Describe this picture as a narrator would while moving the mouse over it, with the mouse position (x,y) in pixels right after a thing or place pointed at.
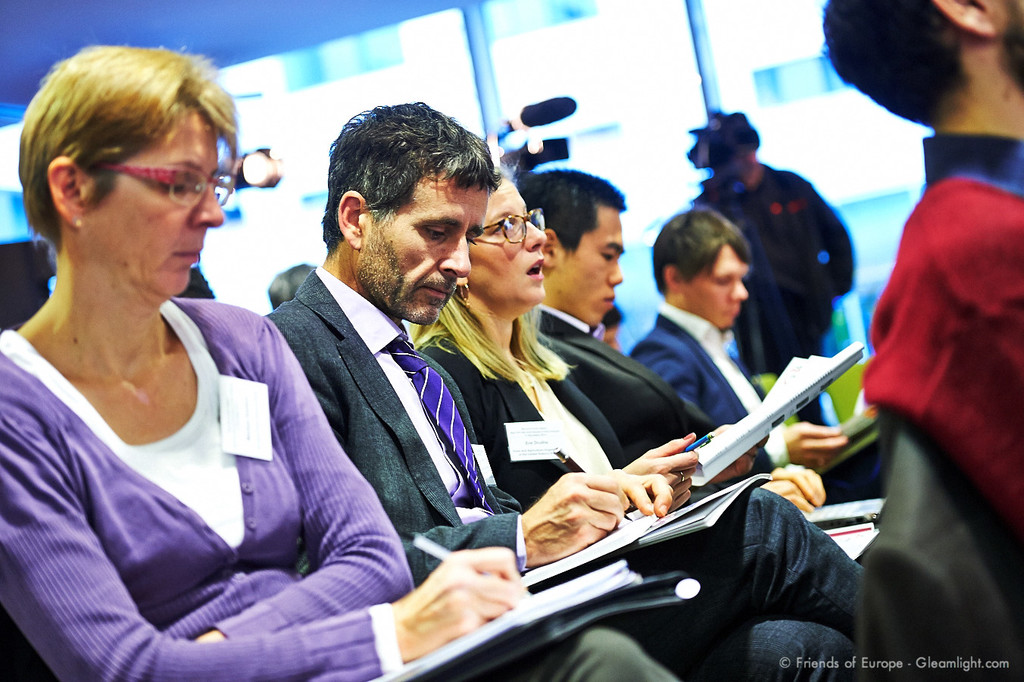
In this image I can see there are few persons (216,414) holding papers (785,396) and pen (434,546), at the top I can see a window (802,62), in front of the window (756,119) I can see a camera man (738,162).
